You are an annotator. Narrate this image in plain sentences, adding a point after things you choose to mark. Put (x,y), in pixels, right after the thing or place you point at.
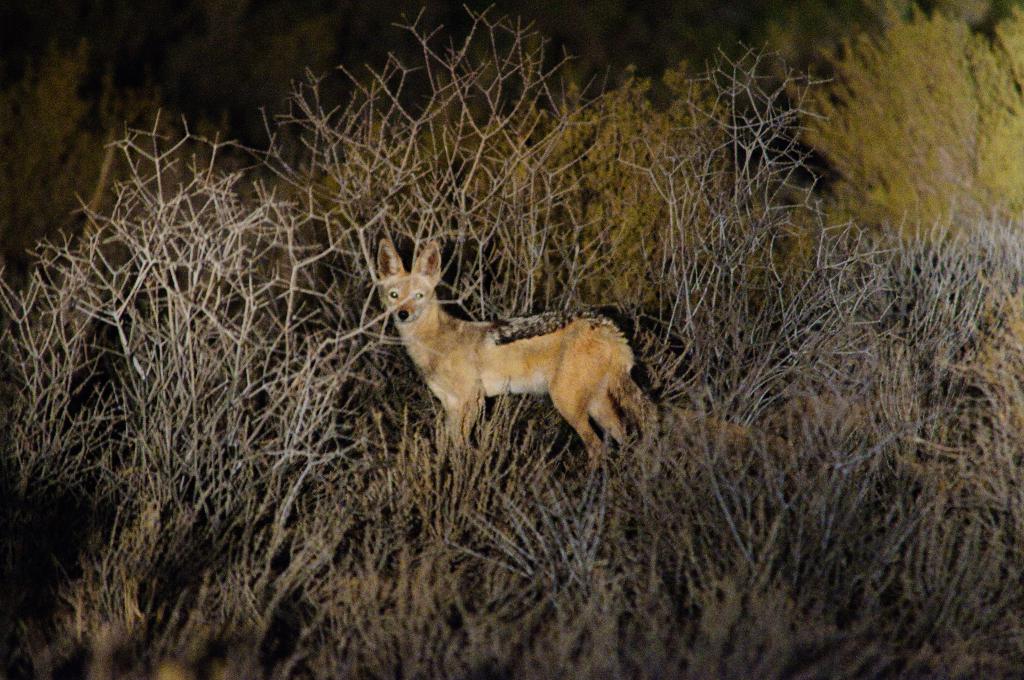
This picture might be taken from outside of the city. In this image, in the middle (445,391), we can see an animal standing on the grass (525,550). In the background (340,49), there are some trees (895,49) and plants (687,218), at the bottom (646,523) there is a grass (355,540).
